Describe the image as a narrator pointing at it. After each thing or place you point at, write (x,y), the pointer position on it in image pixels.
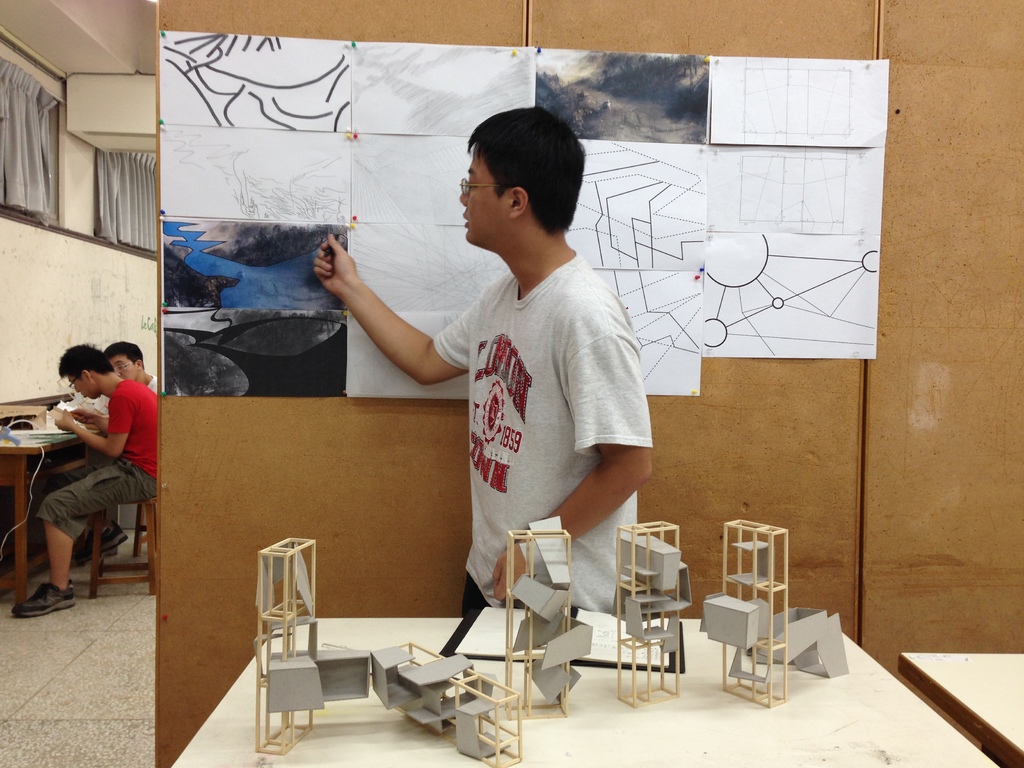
Here a person (596,434) is standing at the table (385,730). On the wall (292,524) there are paper posters (301,265). In the background (89,434) there are 2 men (87,483) sitting on the chair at the table (66,444).
